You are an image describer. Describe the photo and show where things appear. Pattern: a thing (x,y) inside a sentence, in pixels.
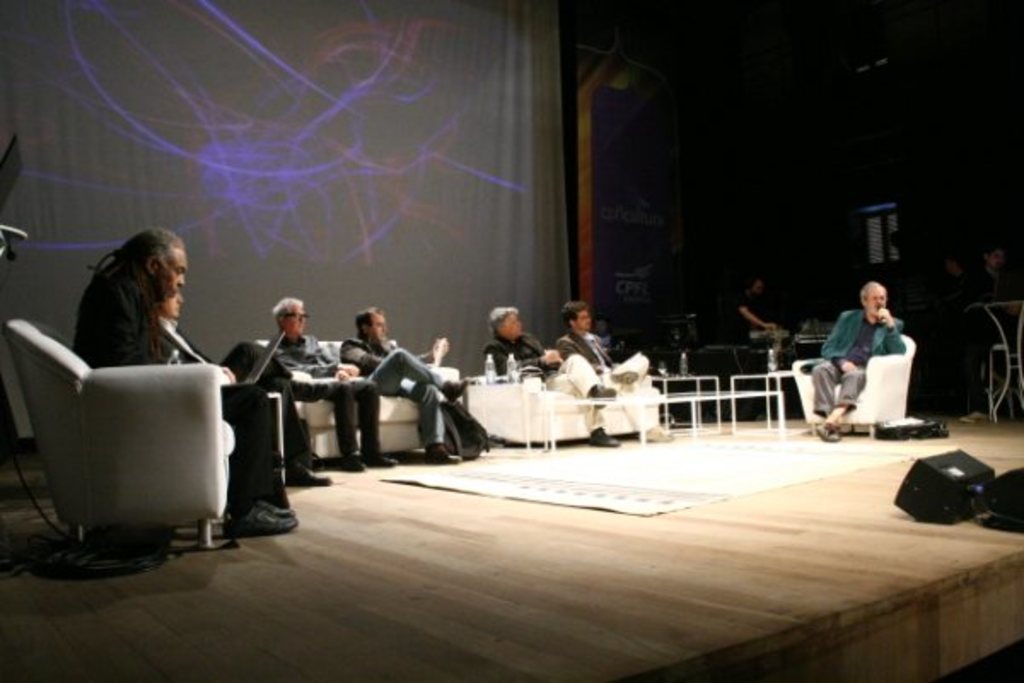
Here we can see a group of people (265,380) sitting on chairs (212,391) and the person (849,359) on the right side (865,358) is speaking something in the microphone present in his hand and the person (236,407) on the left side (251,411) is operating his laptop (246,380) and there is a table (693,414) in front of them.
